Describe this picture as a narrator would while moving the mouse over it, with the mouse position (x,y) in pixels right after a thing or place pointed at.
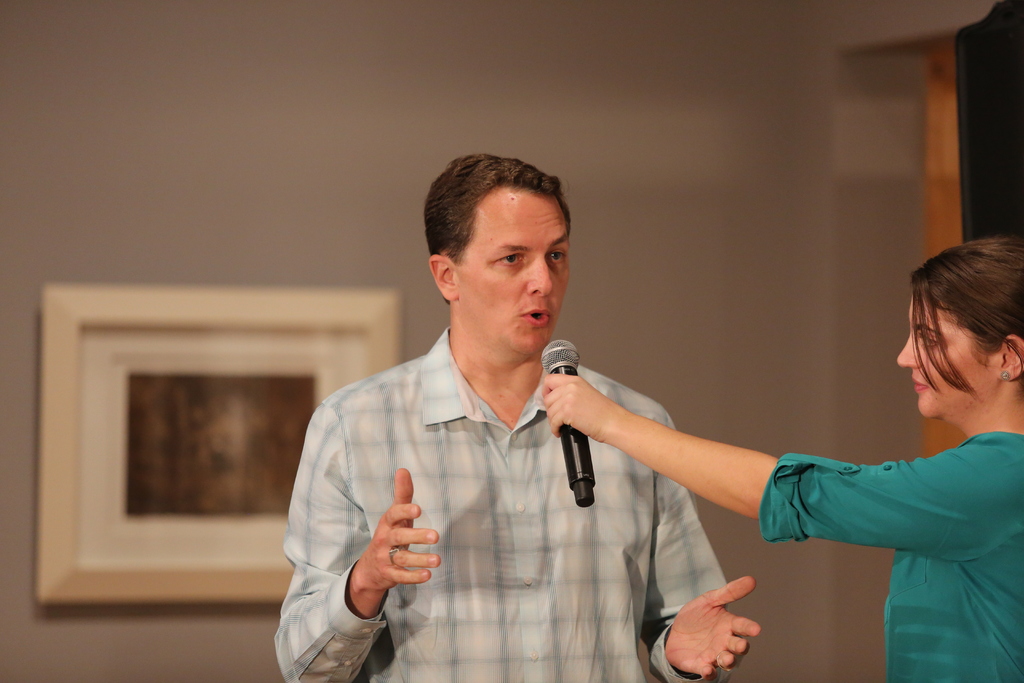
Here a man (523,478) is talking on the mic (583,456) and she is holding the mic (571,439) behind them there is a wall (586,350) and frame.
